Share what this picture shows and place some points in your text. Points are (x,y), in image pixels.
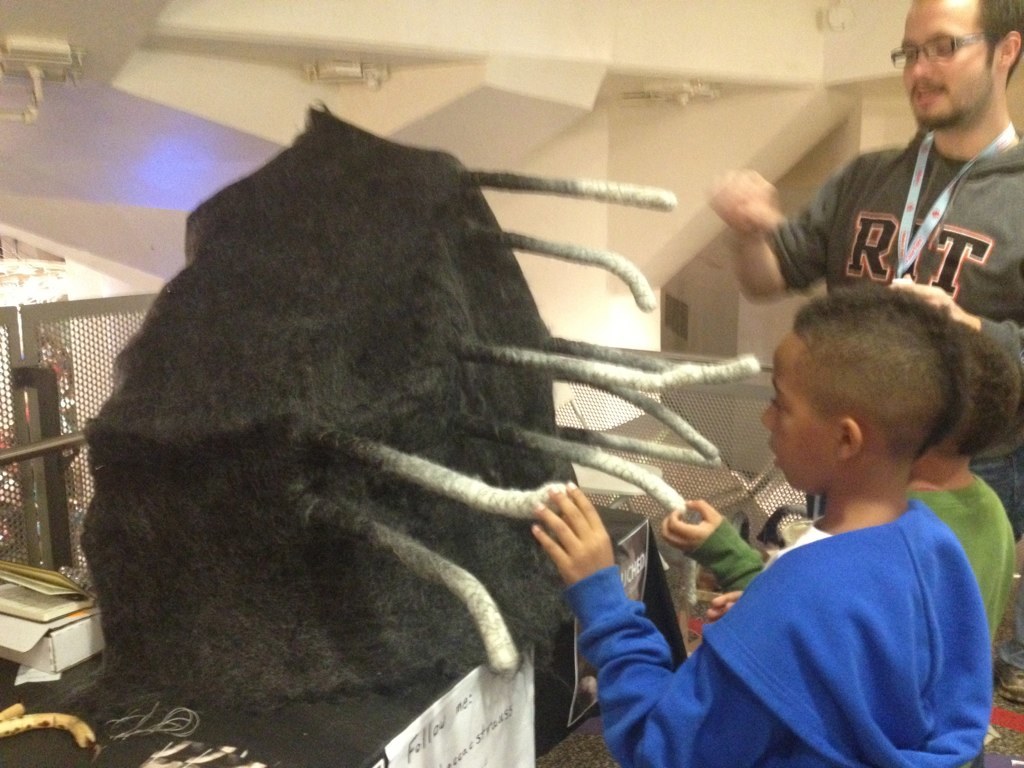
In the picture I can see two boys (869,662) standing on the floor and they are on the right side (896,423). I can see a man (934,225) wearing a T-shirt (948,222) and there is a tag (937,221) on his neck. I can see the spectacles (899,51) on his eyes (908,61). I can see a black color object (286,422) on the table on the left side (242,410). There is a book (69,579) on the left side (23,610) and I can see the metal grill fence (40,399).
